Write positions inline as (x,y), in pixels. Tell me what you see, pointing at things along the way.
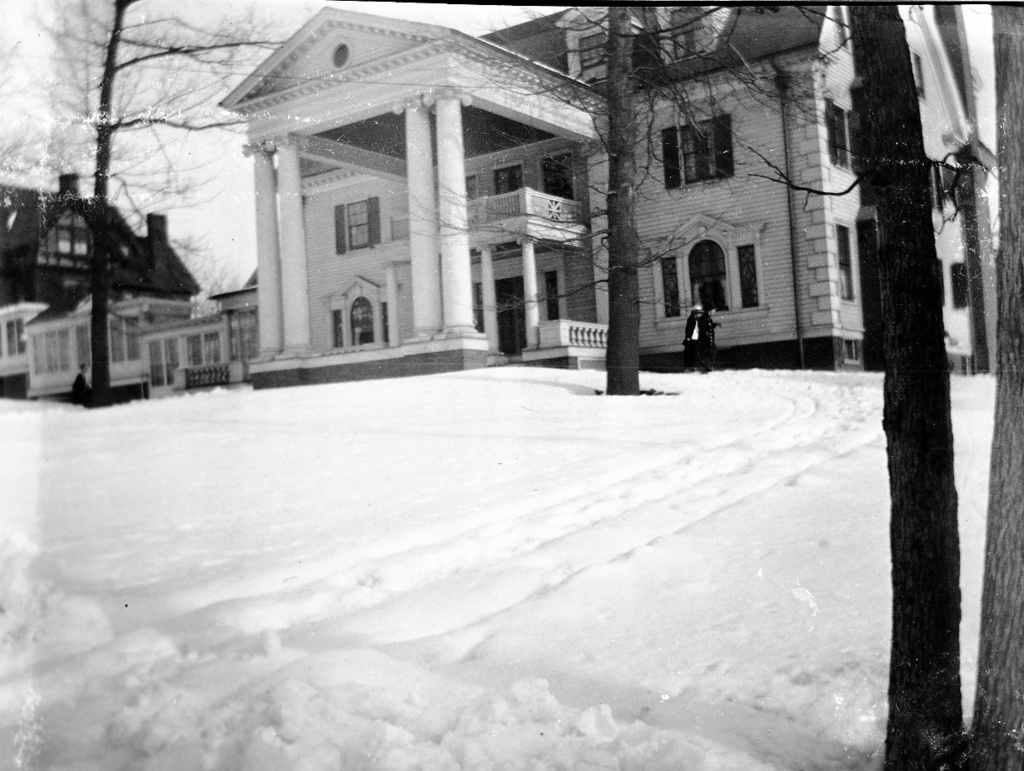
This is a black and white picture, in this image we can see a few buildings (430,306), there are some pillars (421,275), windows (365,231), grille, trees (620,333), people (697,361) and the snow (291,387), in the background (293,28) we can see the sky (280,40).
